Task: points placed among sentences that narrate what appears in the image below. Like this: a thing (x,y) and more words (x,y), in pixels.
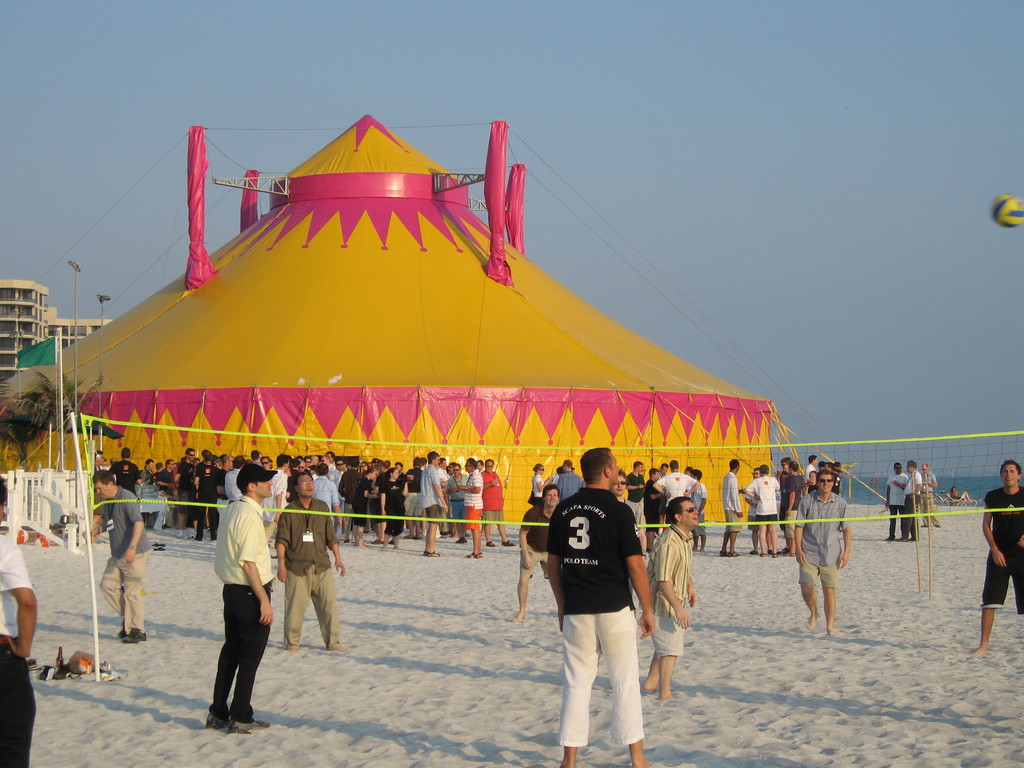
This image is clicked outside. There is a net (629,488) in the middle (629,488). There is a tent (419,360) in the middle (387,372). There is building (14,302) on the left side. There is sky (900,257) at the top (418,84). There are so many people (677,615) in the middle (586,511).
